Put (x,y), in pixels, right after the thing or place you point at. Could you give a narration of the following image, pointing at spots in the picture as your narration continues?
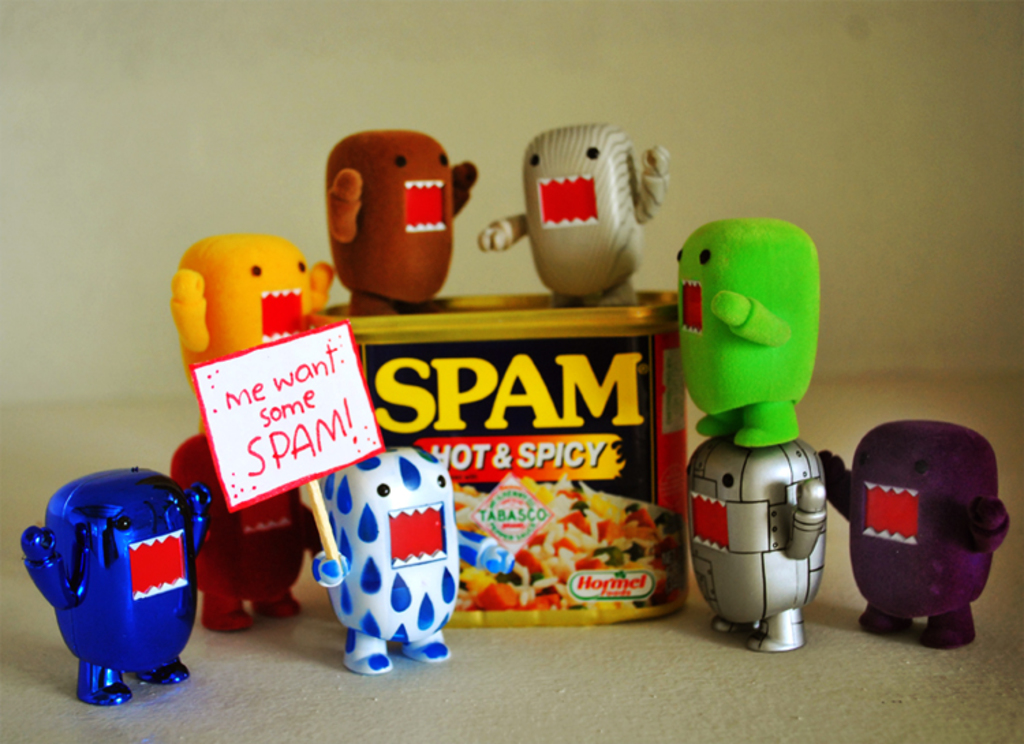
In the image we can see there are toys (417,567) kept on the table (747,668) and there is a box (510,608). The toys (398,560) are kept around the box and a toy (341,527) is holding banner (300,411) on which its written "Me Want Some Spam!".
